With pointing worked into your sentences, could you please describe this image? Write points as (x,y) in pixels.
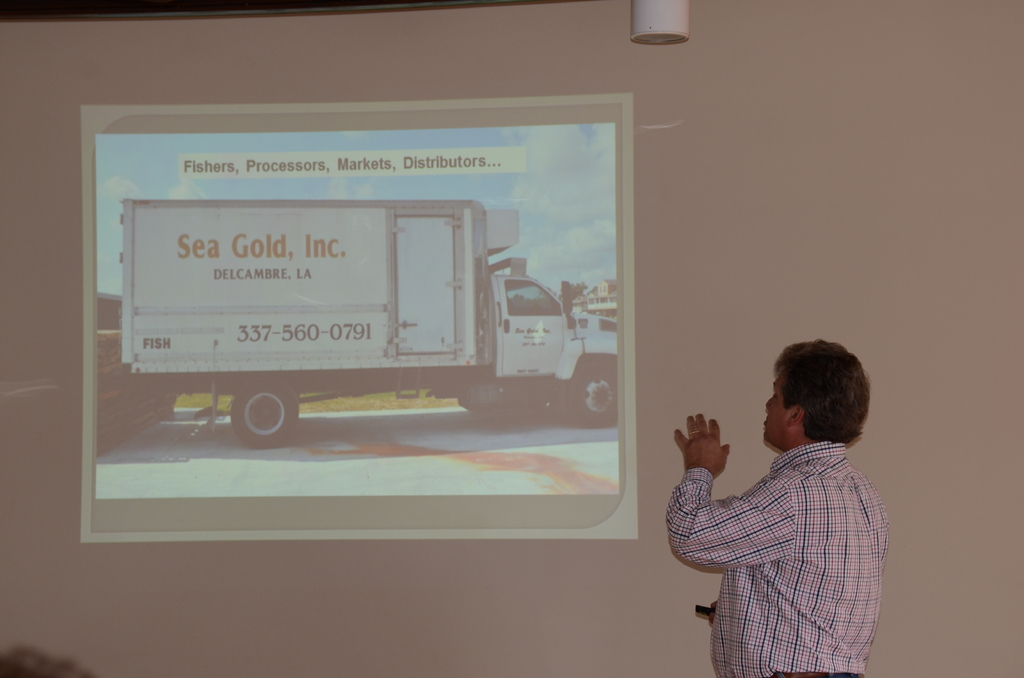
In this picture we can see a person (800,625) standing here, in the background (509,499) there is a projector screen (519,491), we can see presentation (588,394) here, here we can see a truck (446,329) and some text (332,164) here.
